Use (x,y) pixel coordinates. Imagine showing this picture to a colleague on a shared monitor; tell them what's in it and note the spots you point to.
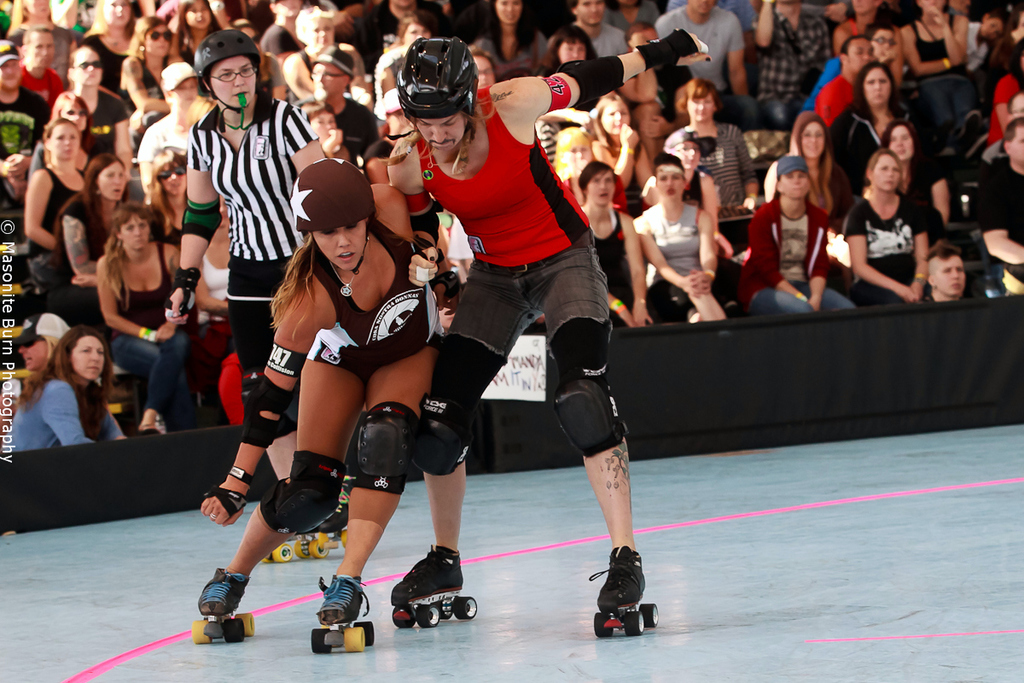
In this image, we can see people (460,161) wearing helmets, gloves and skating shoes (397,595) and one of them is wearing a whistle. In the background (564,132), there is a crowd (782,159) and we can see a board (516,378) and there is some text (521,370). At the bottom (852,594), there is a floor (687,578).
